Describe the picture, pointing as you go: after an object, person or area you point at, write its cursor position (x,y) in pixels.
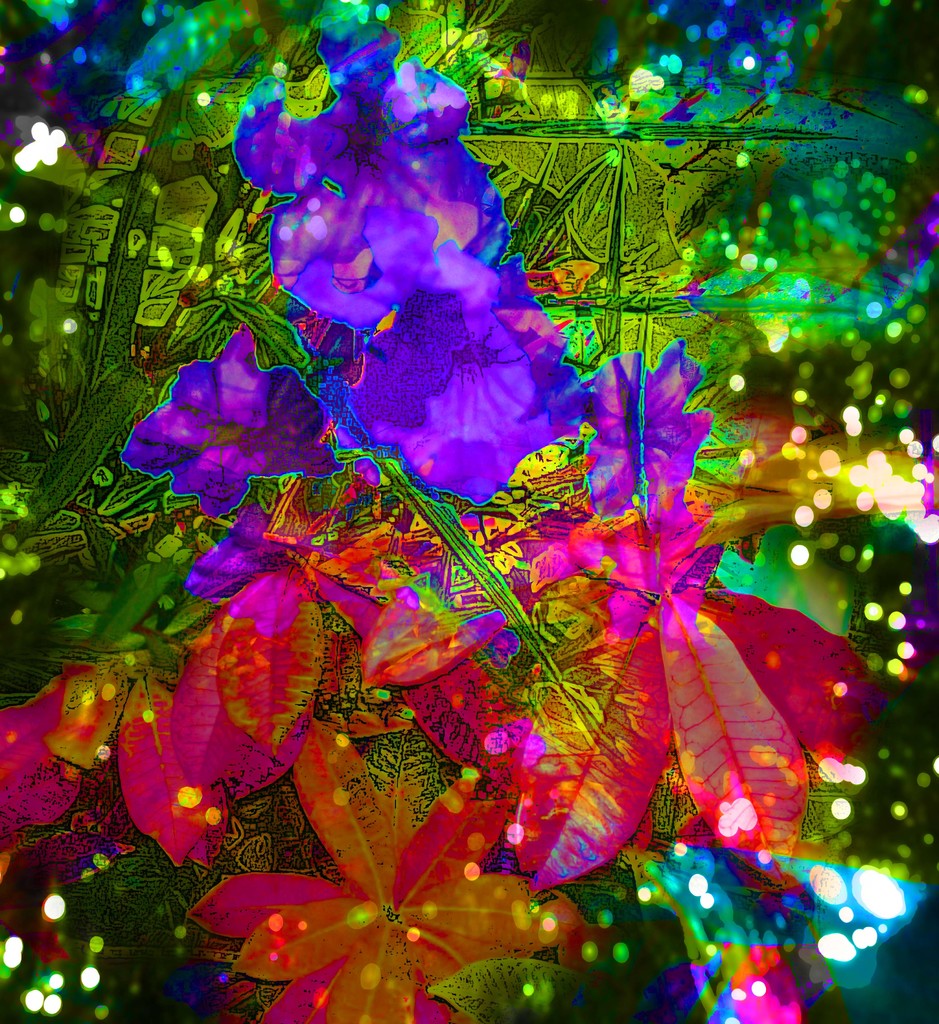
In this image I can see the edited picture in which I can see few flowers (510,288) and few trees (743,136) which are colorful.
